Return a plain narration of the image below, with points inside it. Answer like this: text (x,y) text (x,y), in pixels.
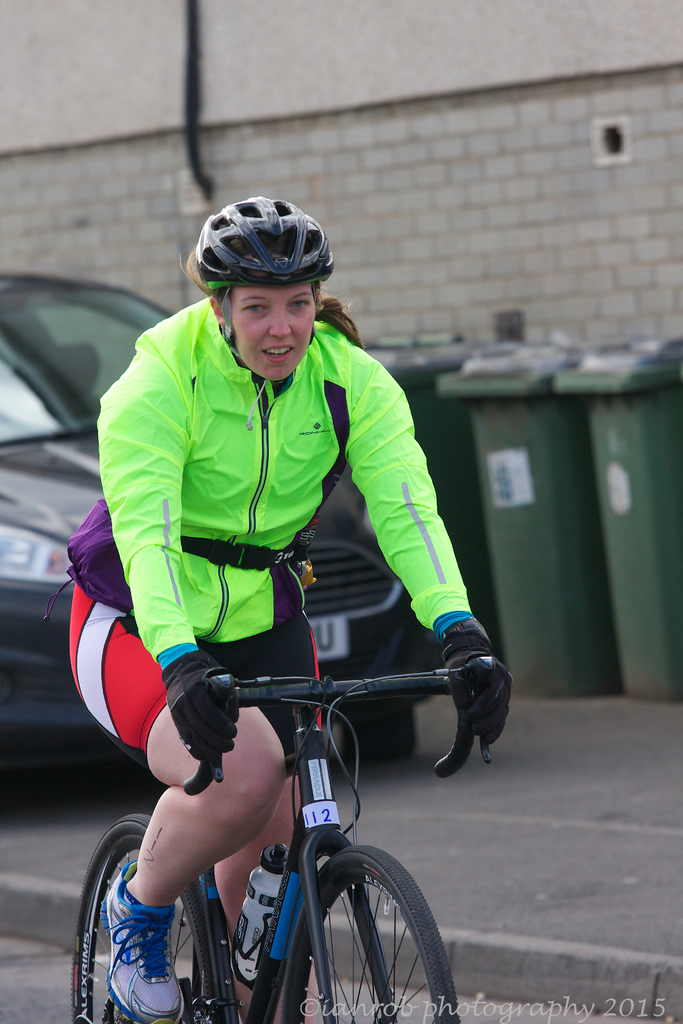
In the middle (237,601) there is a woman (221,801), she is riding bicycle (96,907), she wear green jacket (207,466), shorts (128,681), shoes (124,945) and helmet (294,271). In the back ground (465,308) there is a car (77,368), three dustbins (469,455) and wall (364,105).
